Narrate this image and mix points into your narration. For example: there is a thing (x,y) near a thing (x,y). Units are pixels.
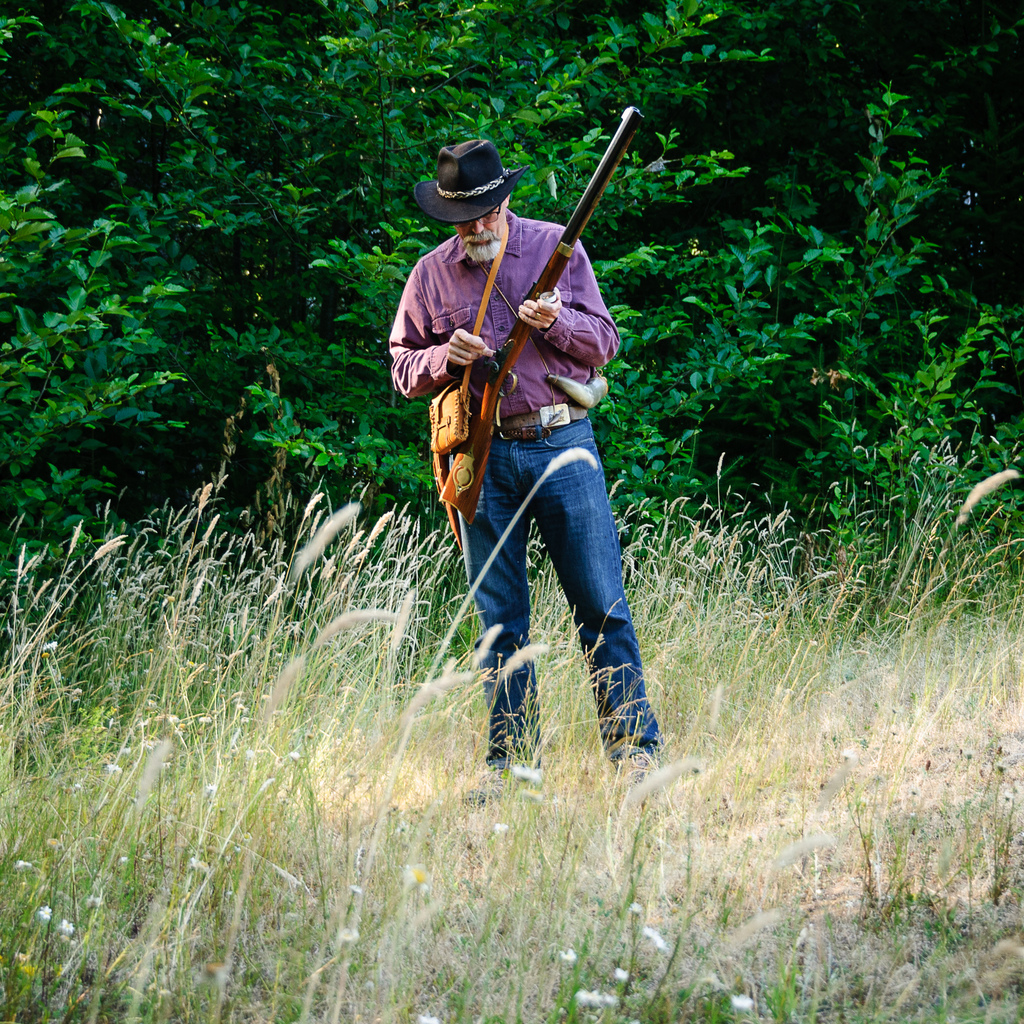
This is the picture of a person (500,318) wearing hat (482,151) is holding the gun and standing on the floor (548,707) and behind there are some trees (850,163).
